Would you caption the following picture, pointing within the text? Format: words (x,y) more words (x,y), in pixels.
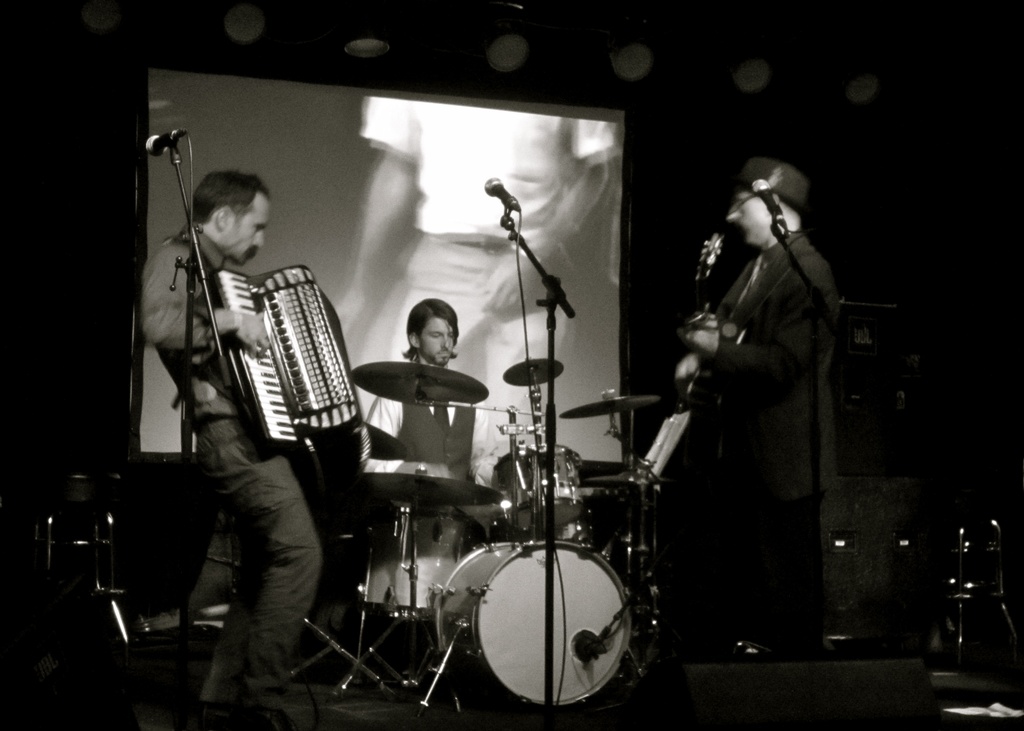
This is a black and white picture. The man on the right side (707,436) is holding a guitar (708,419) in his hand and he is playing it. The man (155,269) on the left side (251,321) is holding a musical instrument (310,395) in his hand (244,321) and he is playing it. In the middle of the picture (487,457), we see a man (471,453) is sitting on the chair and he is playing the drums (490,593). Behind them, we see the projector screen (384,184) which is displaying something. This picture is clicked in the dark.
